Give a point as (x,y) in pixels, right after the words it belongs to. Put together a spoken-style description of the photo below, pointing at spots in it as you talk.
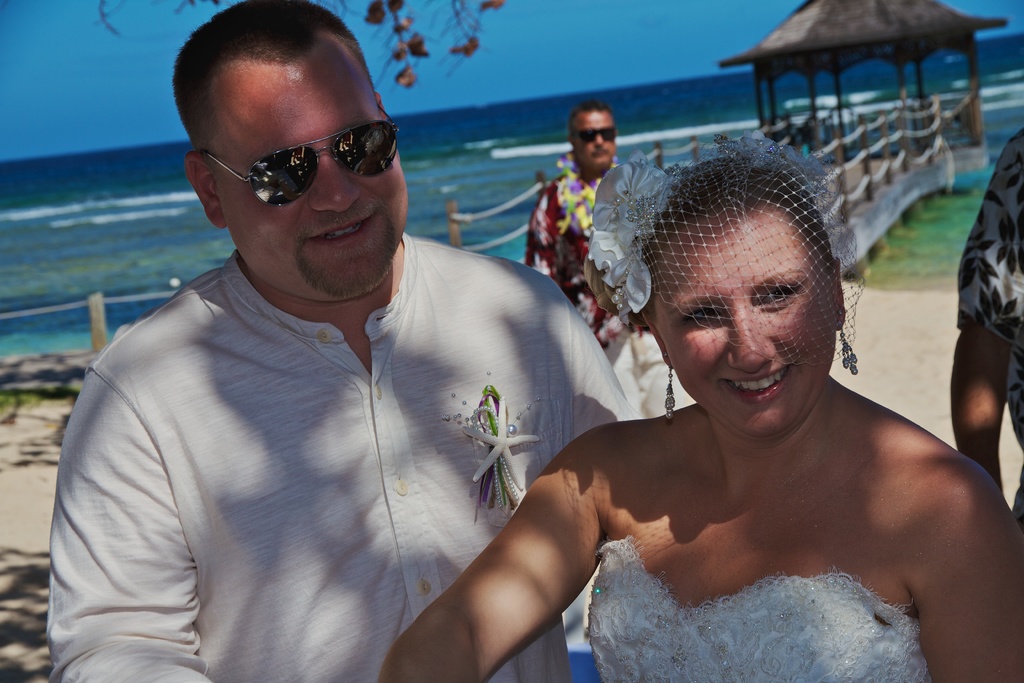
In this image there is a person (435,339) wearing goggles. Beside there is a woman (718,505) wearing white dress (755,632). Behind them a person (596,328) is standing on the floor (913,363). Right side (989,409) there is a person hand (981,397) is visible. There is a bridge (846,183) having a hut (839,117) on it. Bridge (915,173) is in the water (927,243) having some tides (800,115). Top of image (581,66) there is sky (581,66). There are few branches (399,35) having leaves (475,50).
